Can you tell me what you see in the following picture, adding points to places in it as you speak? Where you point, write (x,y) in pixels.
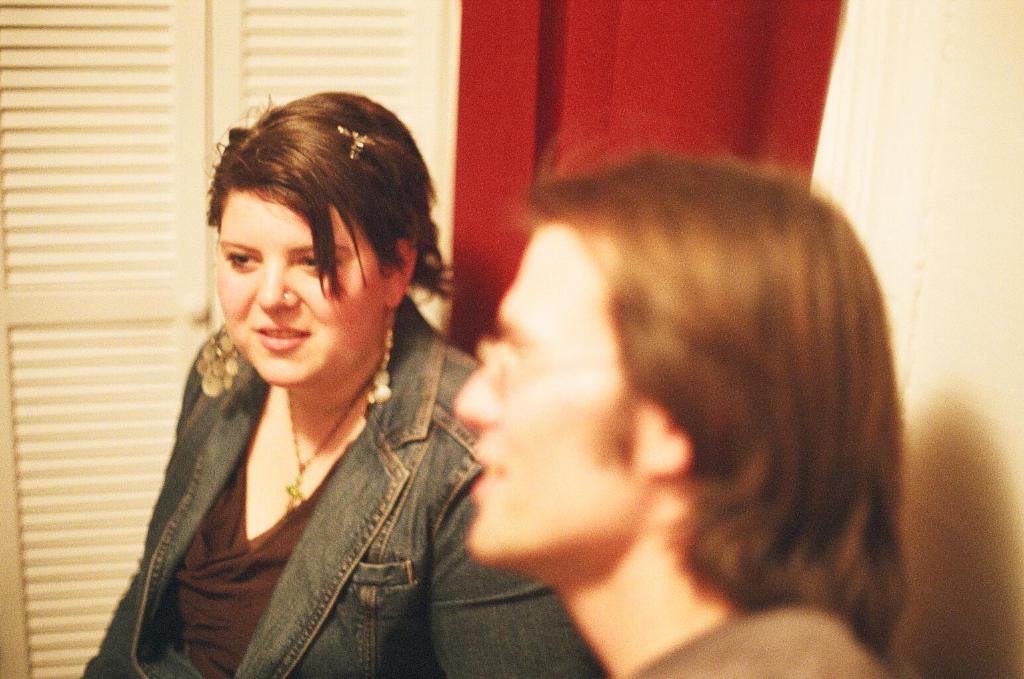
In this image we can see this woman (364,580) wearing jacket (133,612). Here this part of the image is blurred, where we can see a person (554,530). In the background (53,261), we can see the windows (168,113), red color curtains (490,181) and the wall (897,134).
